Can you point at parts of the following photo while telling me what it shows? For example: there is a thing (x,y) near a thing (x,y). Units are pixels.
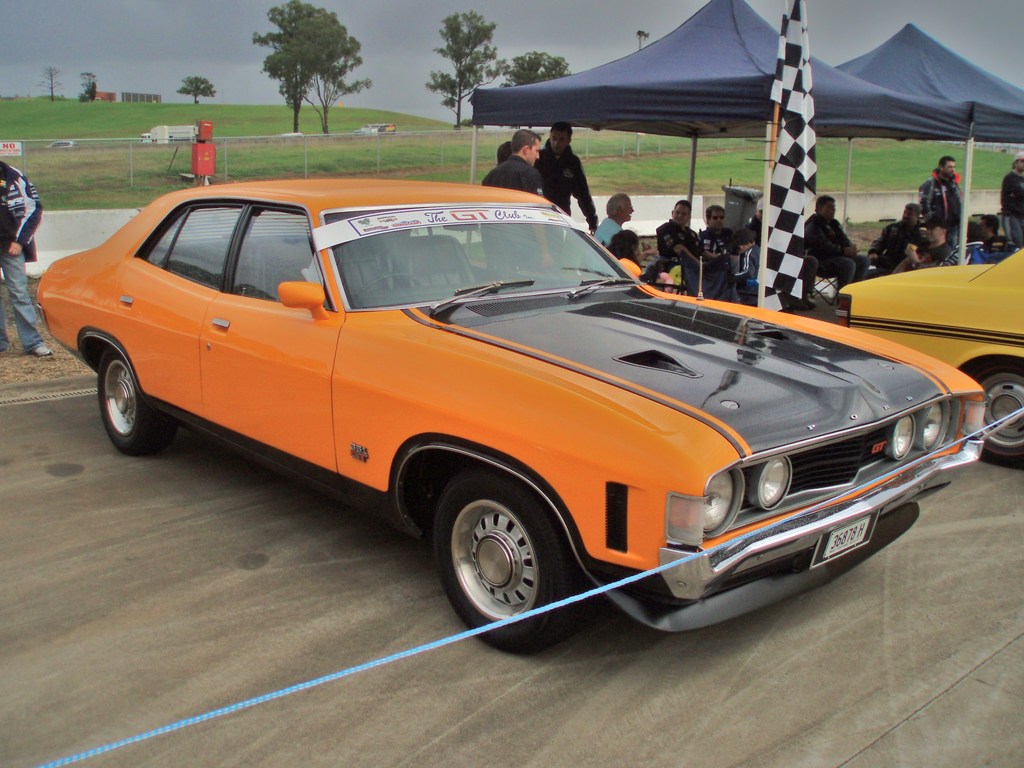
This image is taken outdoors. At the bottom of the image (516,674) there is a road (217,615). At the top of the image (92,34) there is a sky (238,33) with clouds (386,35). In the middle of the image (367,301) two cars (462,273) are parked on the road (994,509). A few people (662,266) are sitting under the tents (702,82) and a few (536,153) are standing. There is a flag (781,64). In the background (81,163) there are a few trees (299,85) and there is a fence (131,140). A few vehicles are moving on the road (403,131). On the left side of the image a man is standing on the ground (14,374).
